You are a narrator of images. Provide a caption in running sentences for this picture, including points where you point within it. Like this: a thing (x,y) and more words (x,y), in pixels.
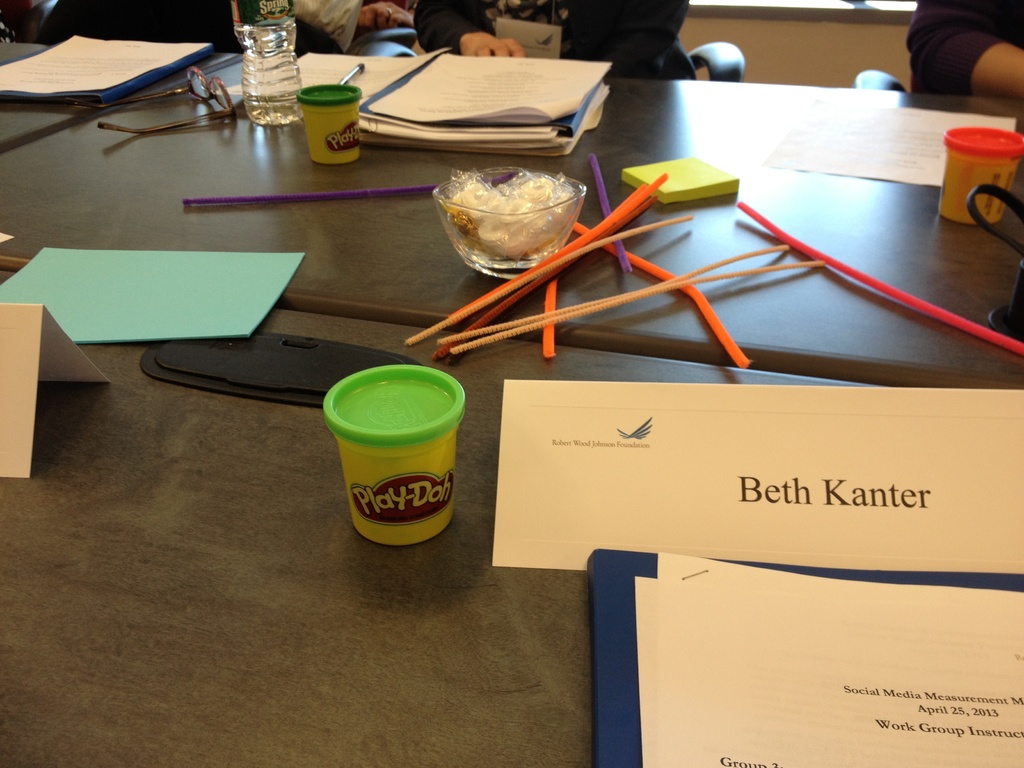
In the image there are files (150,71), books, water bottle (265,55), glasses (125,102), sticks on the table (214,238) with some persons (572,4) sitting on it on the chairs (882,76).
